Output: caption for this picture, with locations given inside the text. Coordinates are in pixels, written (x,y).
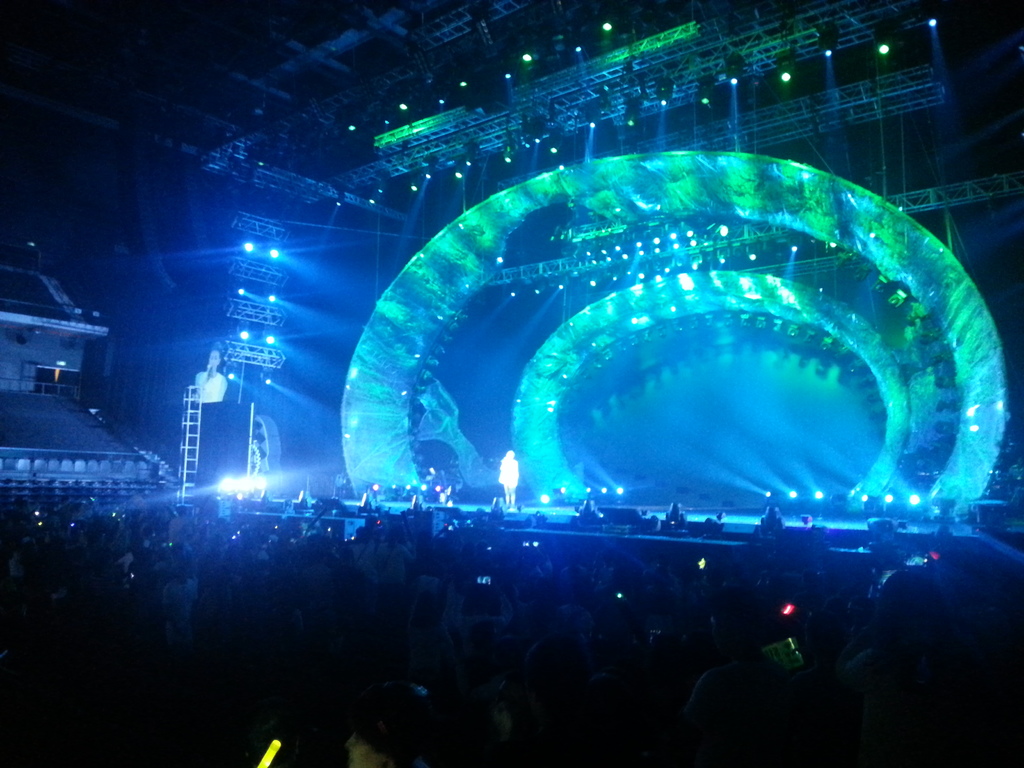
In this image we can see a group of people (391,648) standing near the stage (491,500). A person (506,488) standing on the stage (463,508). There are many lights (272,384) in the image.
